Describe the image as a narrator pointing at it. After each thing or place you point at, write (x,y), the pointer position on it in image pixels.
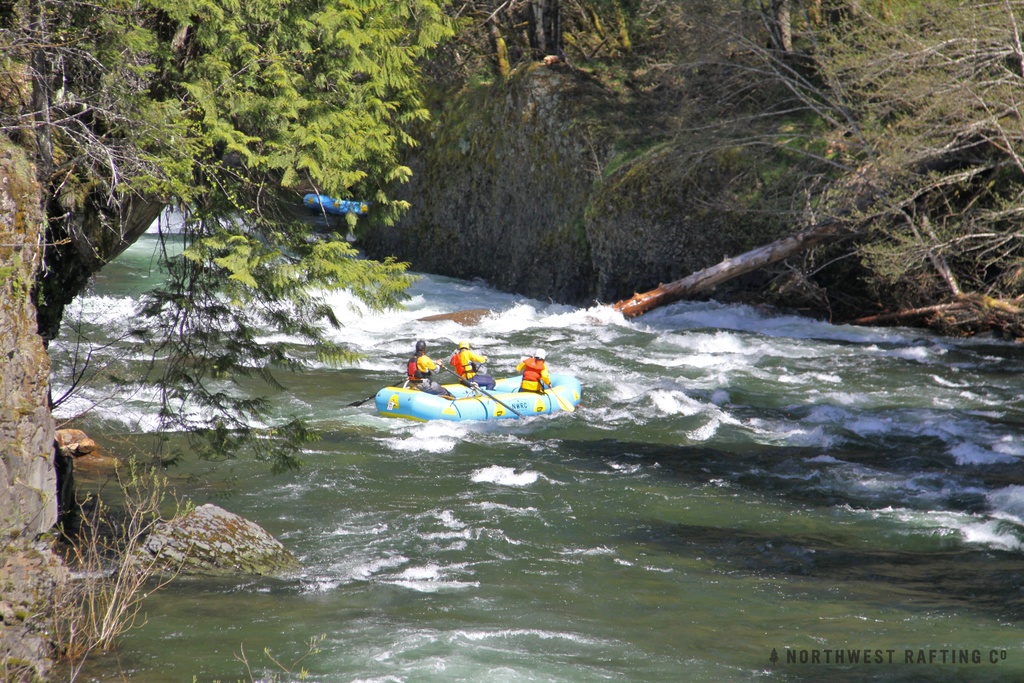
This image is taken outdoors. At the bottom of the image (352,596) there is a river (469,593) with water (664,407). On the left side of the image (291,153) there is a tree (171,201). In the background (621,135) there are a few trees (616,34) and plants (888,270). In the middle of the image (539,352) three people (545,367) are sitting in the boat (437,410) and moving on the river (491,426).
